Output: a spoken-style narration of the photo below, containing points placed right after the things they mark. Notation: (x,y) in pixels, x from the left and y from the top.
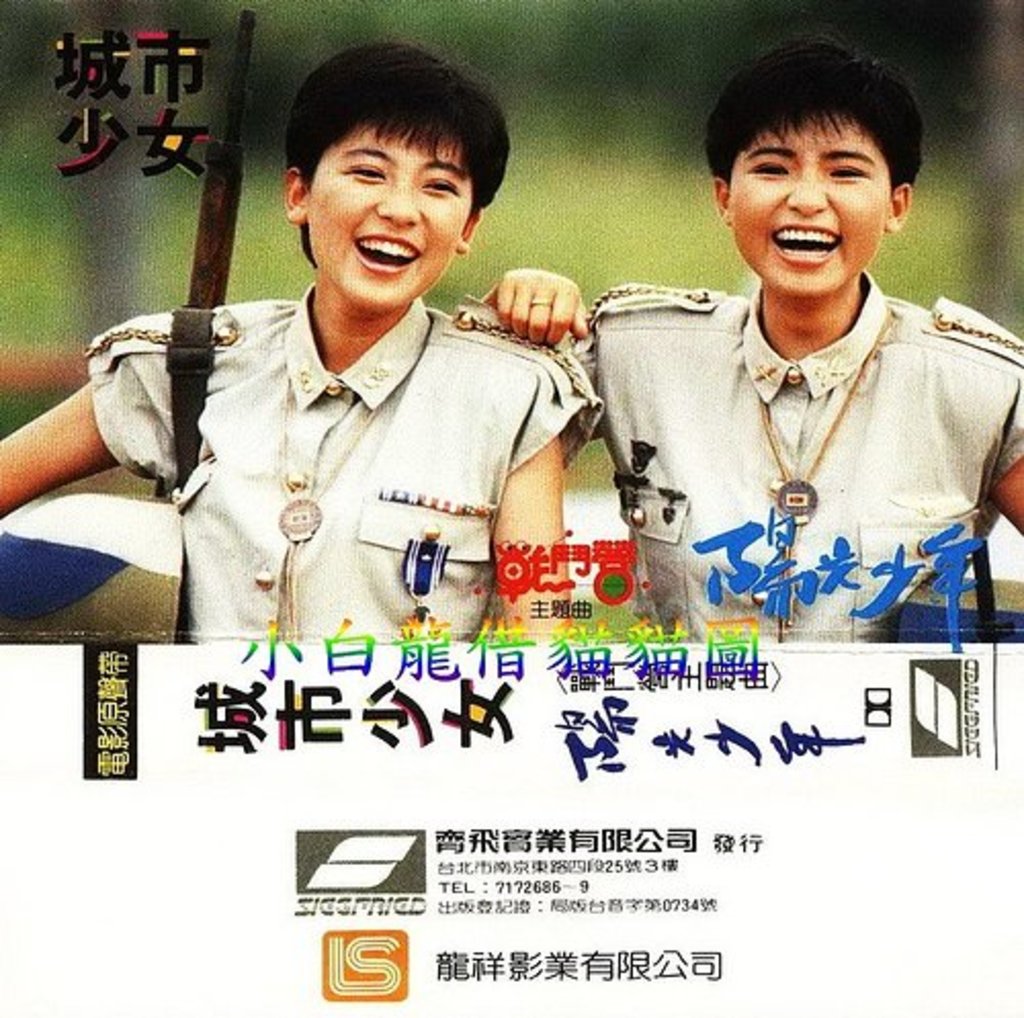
This image looks like a poster. There are two persons (499,462) in this image. They are wearing the same dress (622,462). There is something written under that.
